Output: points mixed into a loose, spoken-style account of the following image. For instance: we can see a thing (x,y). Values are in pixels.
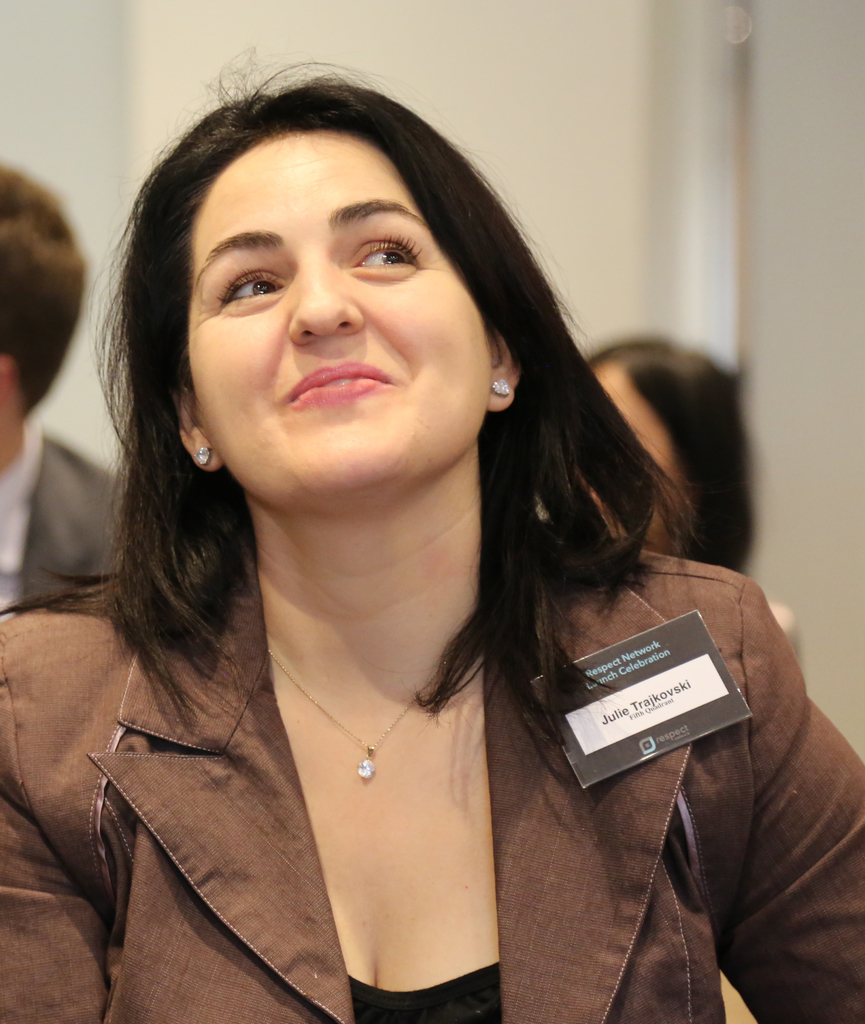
In this image there is a woman (236,583) with a smile on her face (396,336), the woman (399,623) is wearing a name badge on her jacket (582,824).
